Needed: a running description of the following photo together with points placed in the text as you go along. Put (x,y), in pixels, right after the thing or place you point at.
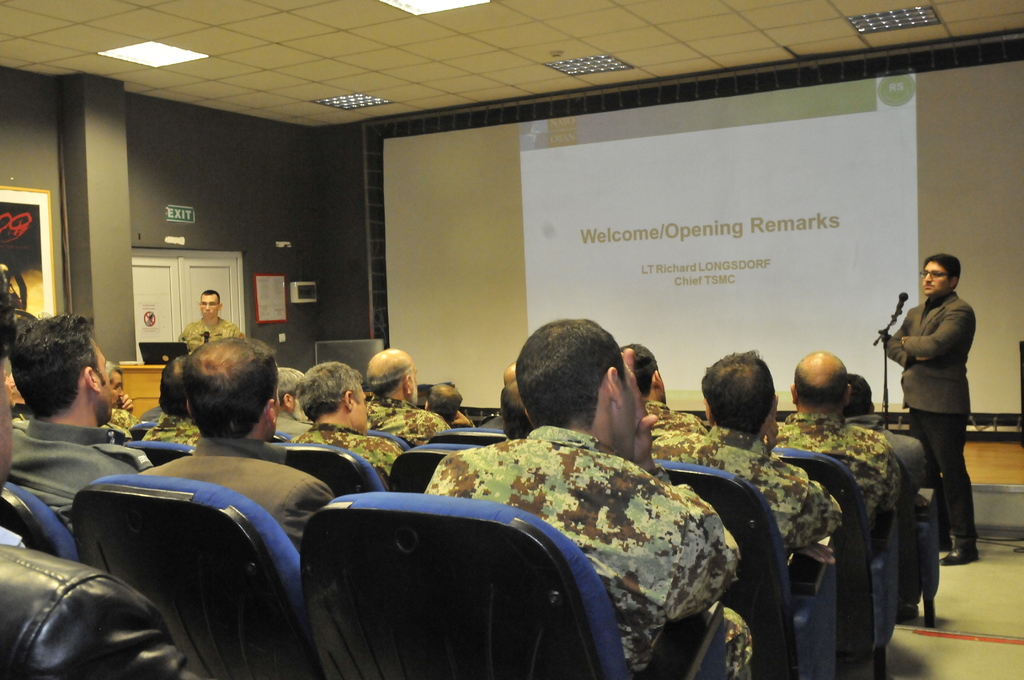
There are few persons (224,433) sitting on the chairs (365,499). On the right (919,351) a man (967,304) is standing on the floor (966,611) at the mic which is on a stand (886,374). In the background (172,316) on the left (160,348) a man (191,335) is standing at the podium (139,369) and there is a laptop (146,356) on the podium (159,382) and we can see frames (44,235) on the wall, screen (712,188), lights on the ceiling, and a small board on the wall (251,201), doors (212,265) and other objects (64,233).
